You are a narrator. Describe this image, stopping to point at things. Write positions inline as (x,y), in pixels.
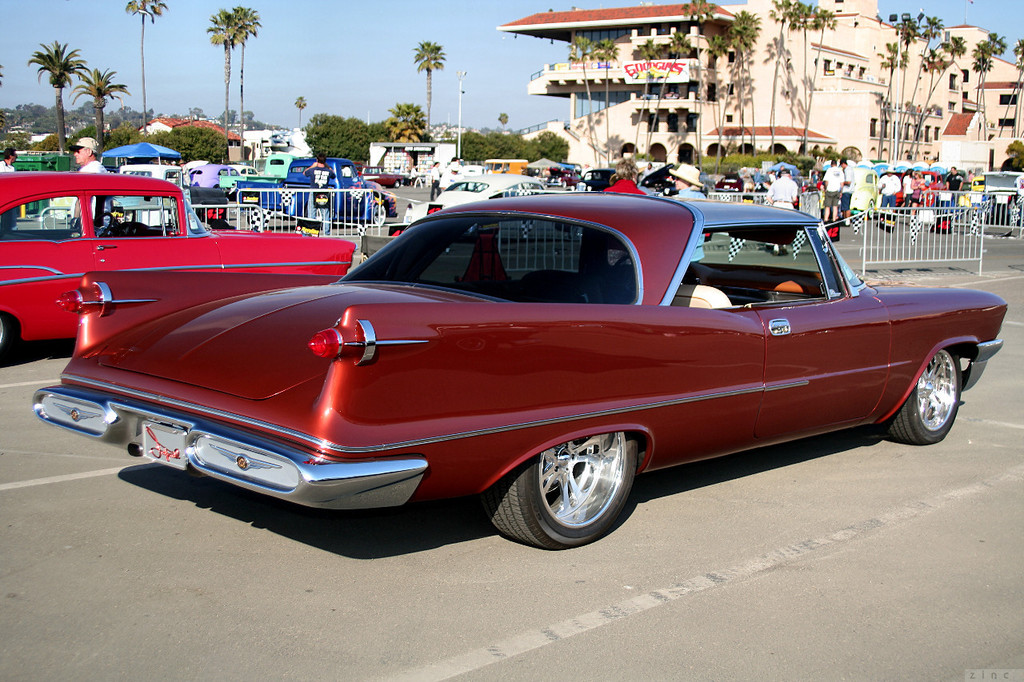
In this image, we can see persons (771,184) wearing clothes (783,189). There are cars (768,208) on the road (531,588). There are tree (422,113) in the top left (98,101) and in the top right of the image (1000,54). There is a sky (390,26) at the top of the image (440,34). There is a building (813,48) in the top right of the image (906,81).
